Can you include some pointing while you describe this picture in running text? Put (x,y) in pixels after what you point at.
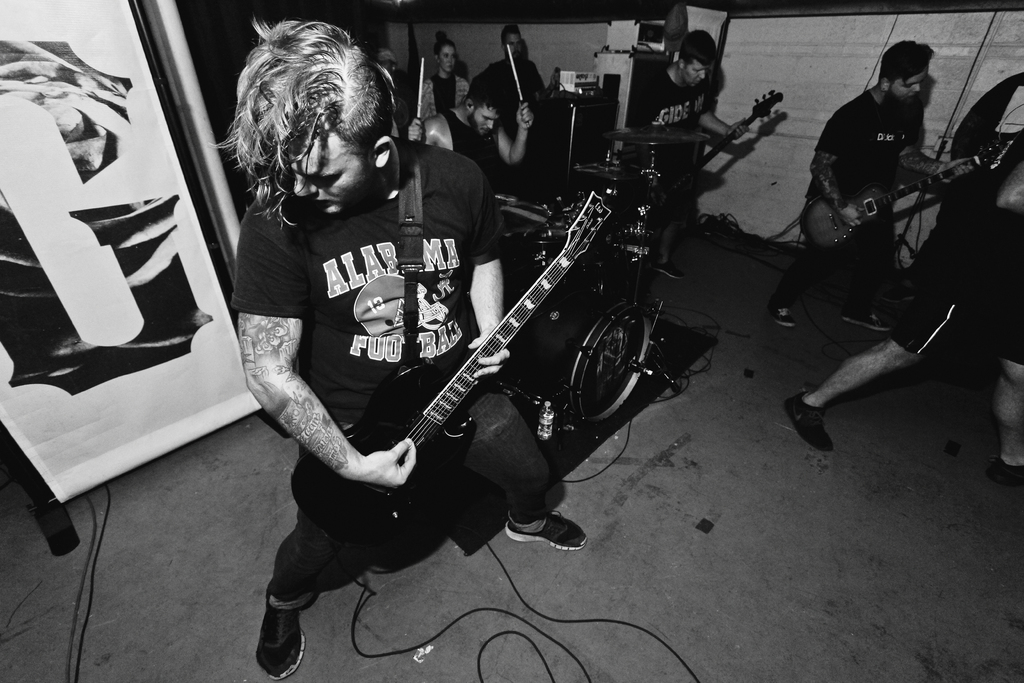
Here we can see a group of people (451,87) standing and most of them are holding a guitar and the person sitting in the middle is playing drums (536,204).
